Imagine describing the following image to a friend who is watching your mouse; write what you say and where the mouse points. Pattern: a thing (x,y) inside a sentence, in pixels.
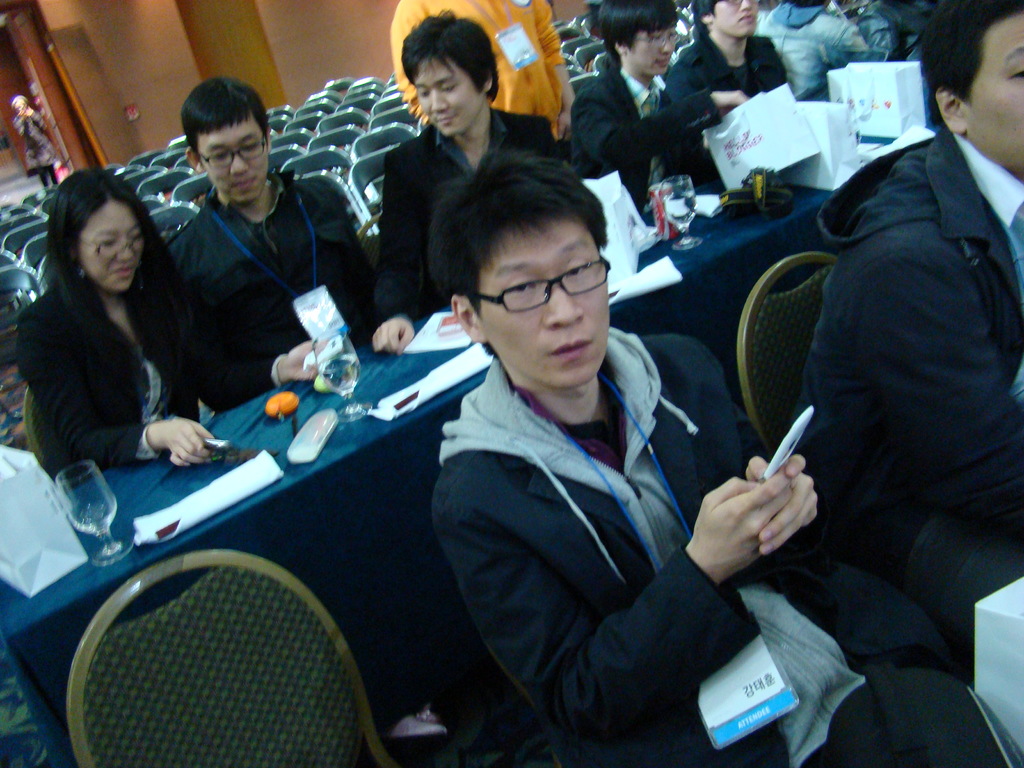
In this image there are few people (540,383) sitting on their chairs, one of them is holding a mobile (786,458) in his hand (779,504), in front of them there is a table (181,537) with some stuff (332,387) on it, behind there are empty chairs (19,236). In the background (41,117) there is a lady (40,149) standing.
